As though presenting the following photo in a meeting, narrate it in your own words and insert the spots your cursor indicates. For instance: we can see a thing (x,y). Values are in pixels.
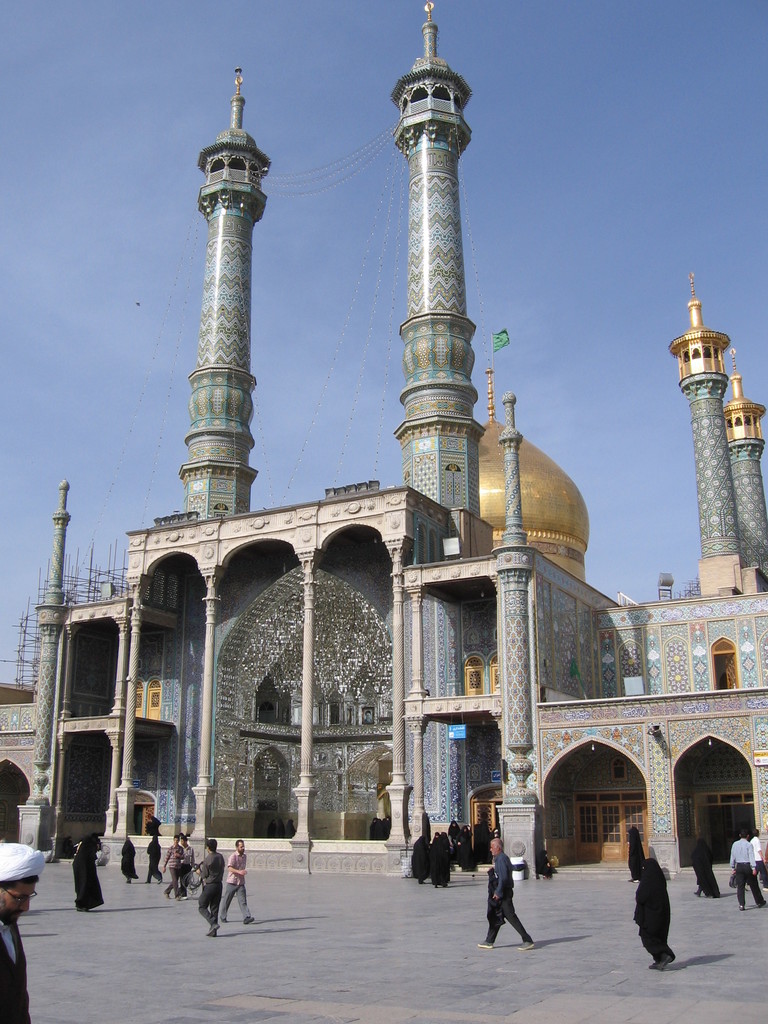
In this image I can see a group of people (12,882) walking in front of mosque (232,785). I can also see a clear blue sky (307,53) in the background (48,408).
